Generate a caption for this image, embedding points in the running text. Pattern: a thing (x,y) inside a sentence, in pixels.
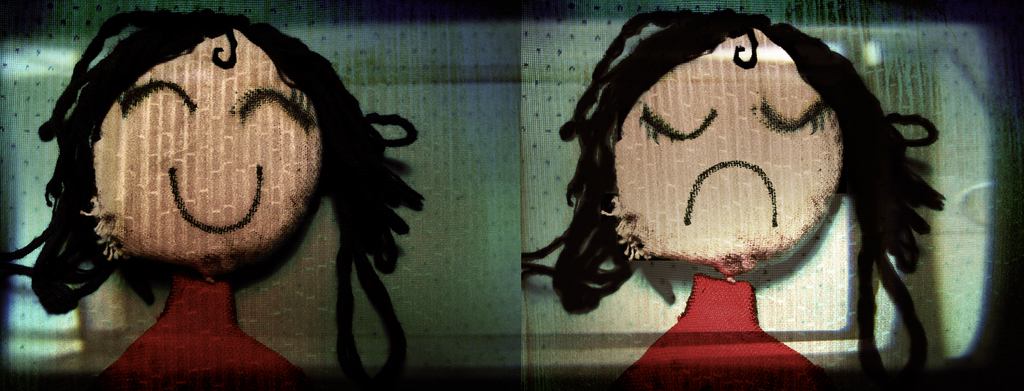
In this picture I can see couple of dolls (671,238) and I can see faces (632,166) on both the dolls (657,242).
